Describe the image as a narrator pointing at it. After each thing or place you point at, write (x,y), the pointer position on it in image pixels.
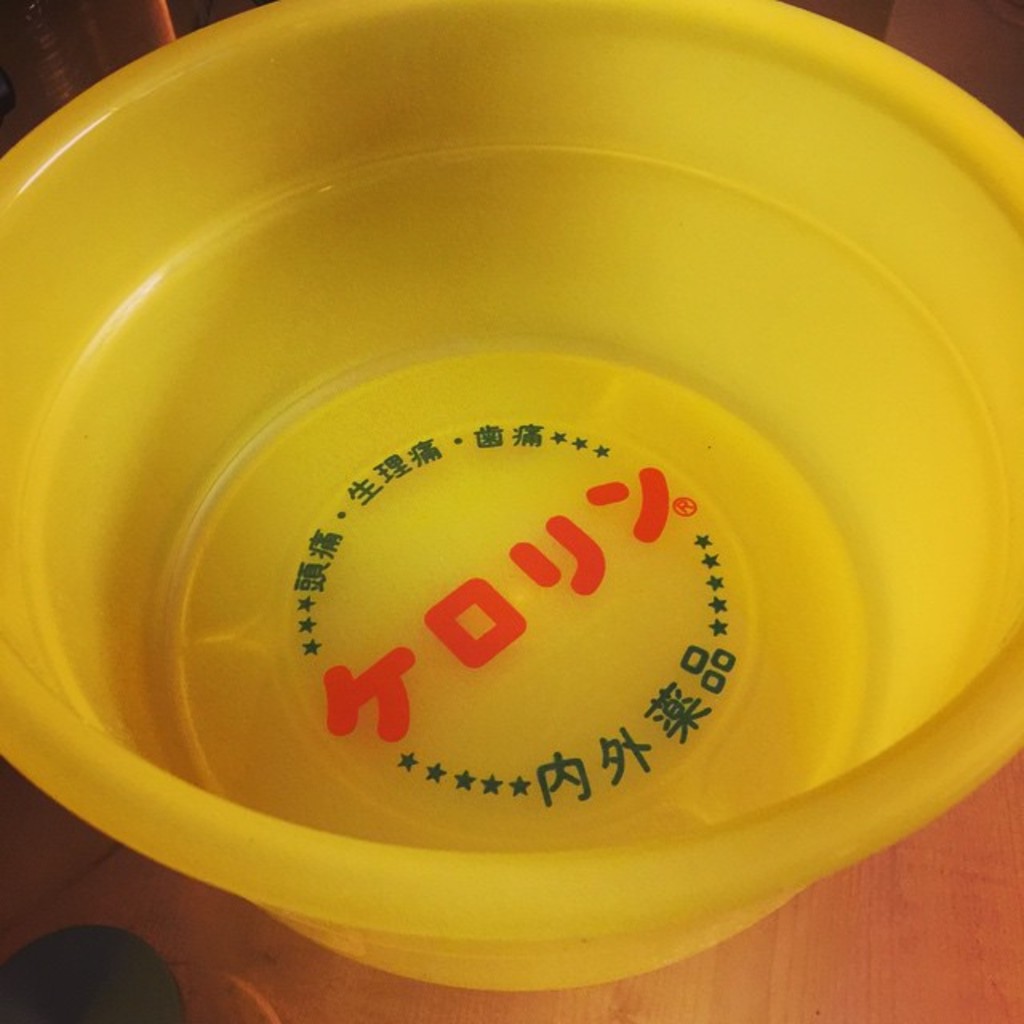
In this image we can see the yellow color tub (556,405) with symbols (577,528) and at the side, we can see there are few objects (117,1013).
